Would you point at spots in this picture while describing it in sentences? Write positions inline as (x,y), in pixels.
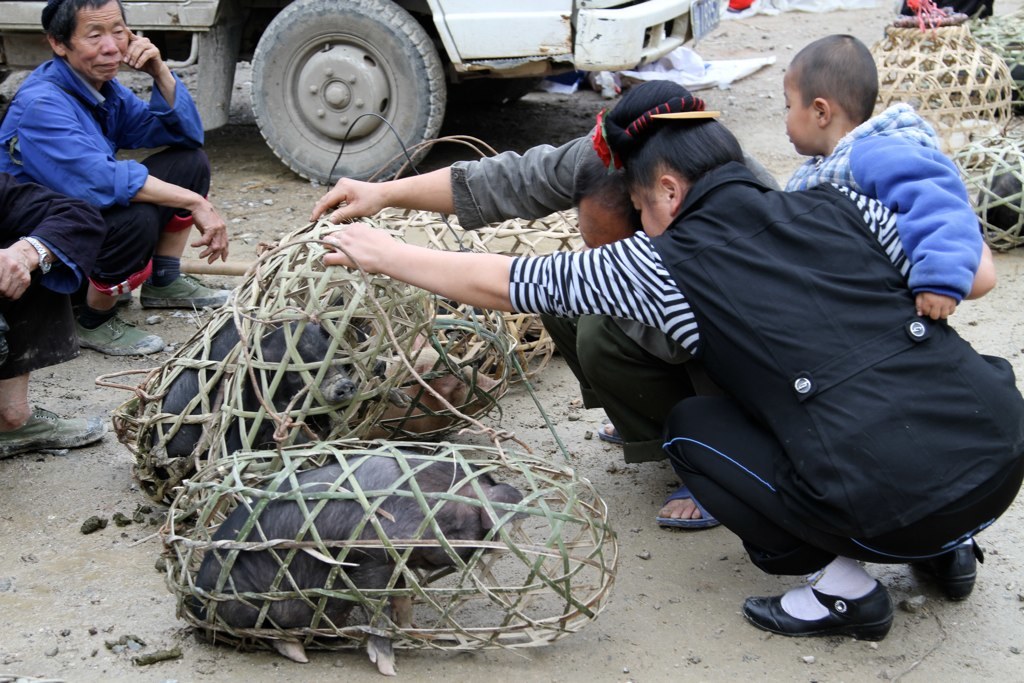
In this image we can see a group of people (727,220) squatting on the ground (139,87). one woman (746,314) wearing black jacket (768,262) is carrying a baby (909,204) on her back (854,248) is holding a basket (263,385) with her hand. In the background (363,90), we can see a vehicle (548,12) parked on the ground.
